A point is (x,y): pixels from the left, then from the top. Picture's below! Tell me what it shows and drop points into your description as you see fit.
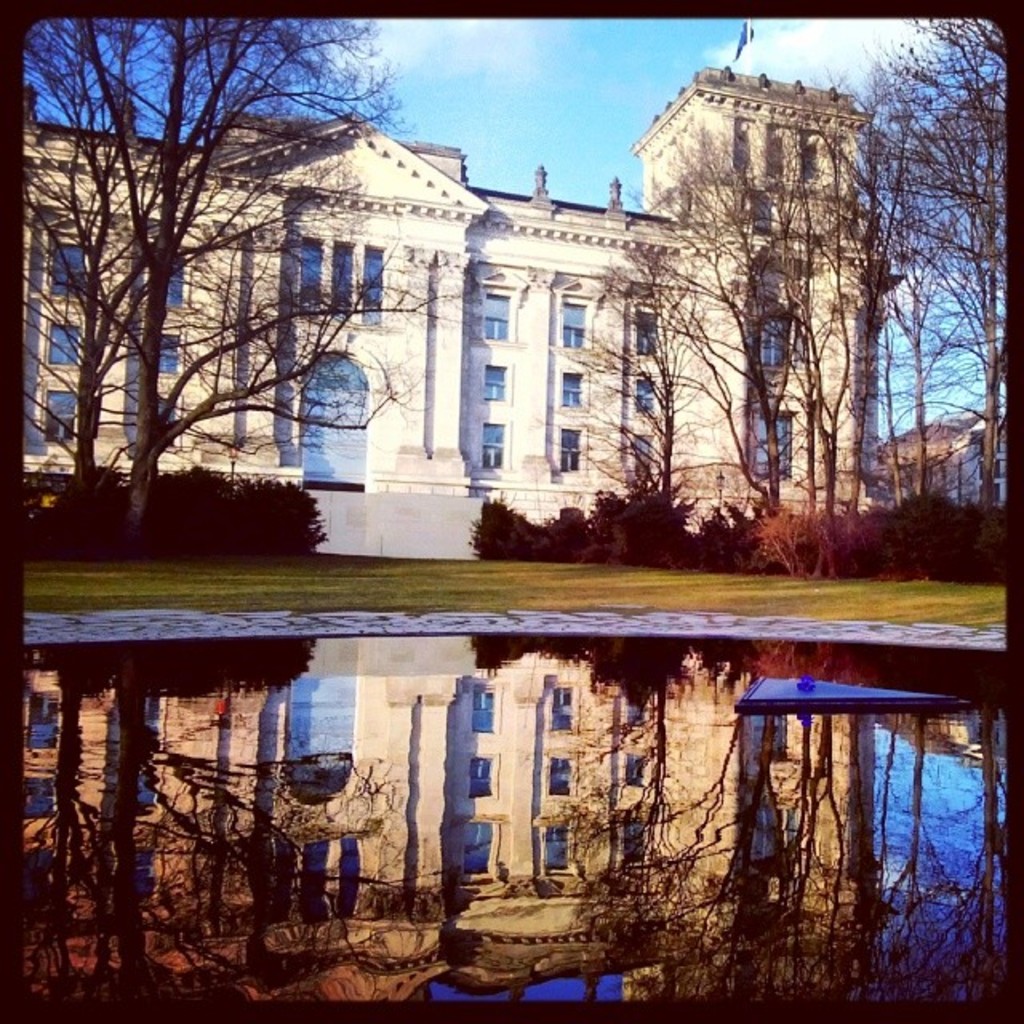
At the bottom of this image (378,762) I can see the water (534,778), beside I can see the green color grass (296,598). In the background (486,302) there is a building (432,302), in front of it I can see some trees (148,327) and plants (185,532). On the top of the image (462,99) I can see the sky (488,107).
